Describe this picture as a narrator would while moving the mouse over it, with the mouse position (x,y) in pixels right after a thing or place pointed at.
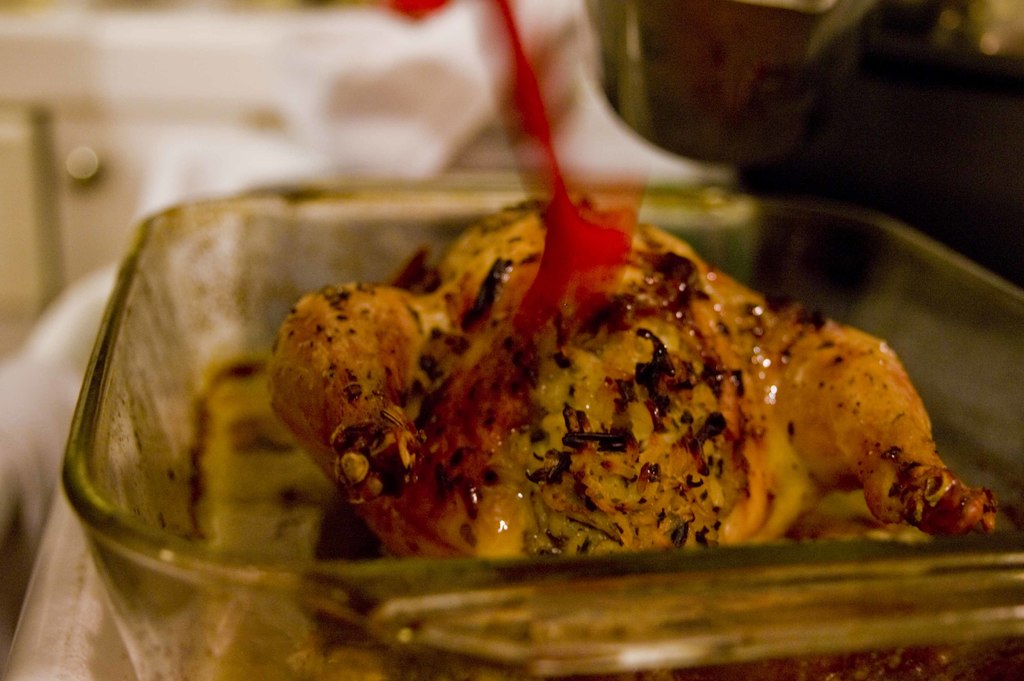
In the picture I can see a food item (546,418) in a glass tray (286,303). The background of the image (387,41) is blurred.
